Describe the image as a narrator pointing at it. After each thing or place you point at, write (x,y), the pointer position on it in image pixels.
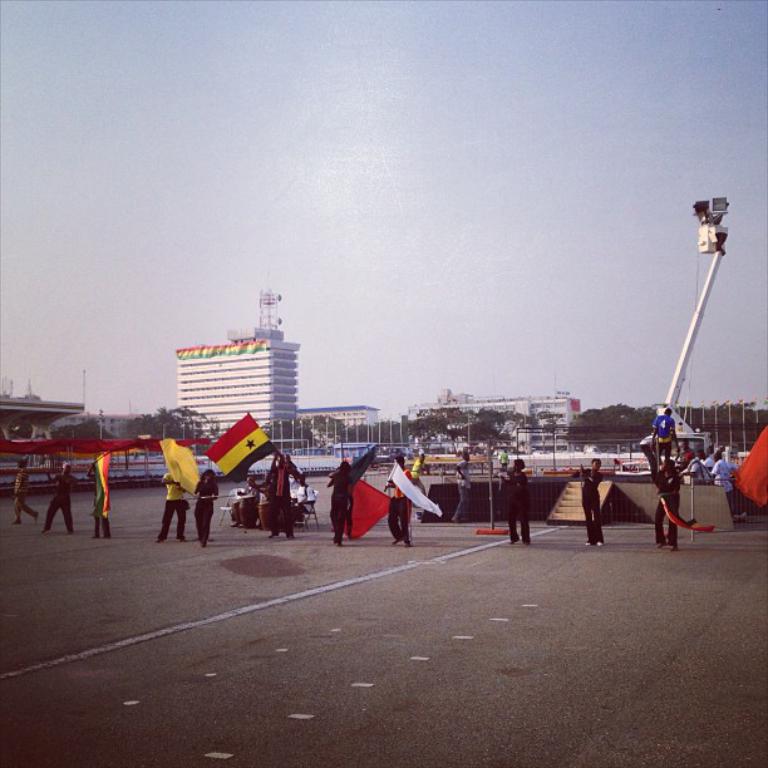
In the picture I can see people (202,504) are standing on the ground (381,589) among them some are holding flags (181,480) in hands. In the background (228,420) I can see buildings (317,412), the sky (381,337), trees (475,427), poles (327,421) and some other objects (495,504).
